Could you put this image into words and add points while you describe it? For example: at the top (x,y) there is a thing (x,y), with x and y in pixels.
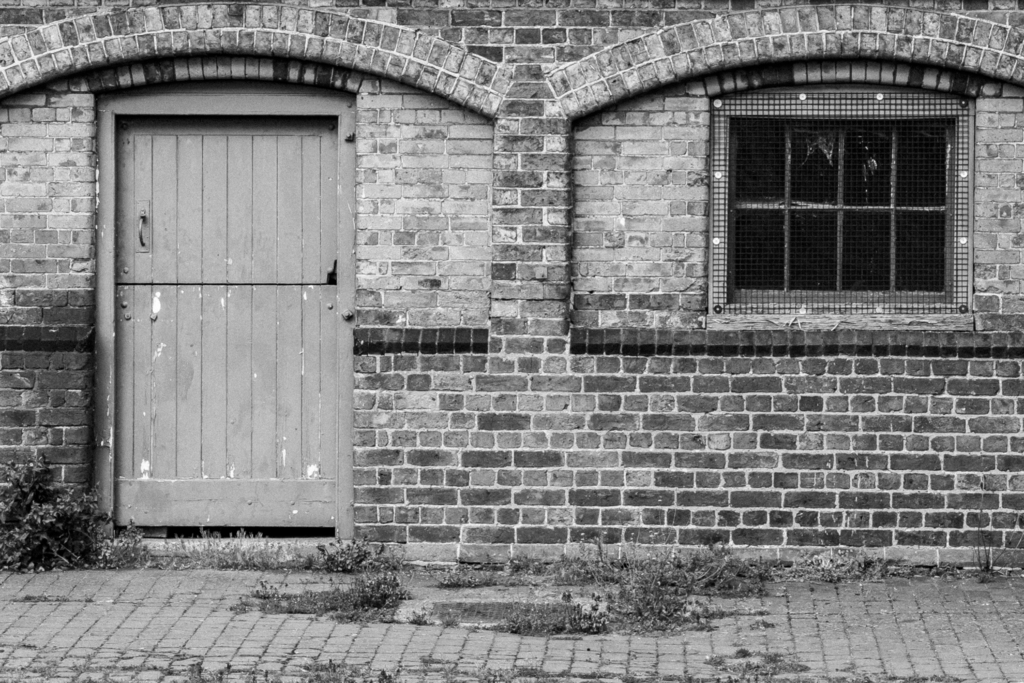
In this image we can see a building (423,385). There is a door (306,318) and a window (713,288).
